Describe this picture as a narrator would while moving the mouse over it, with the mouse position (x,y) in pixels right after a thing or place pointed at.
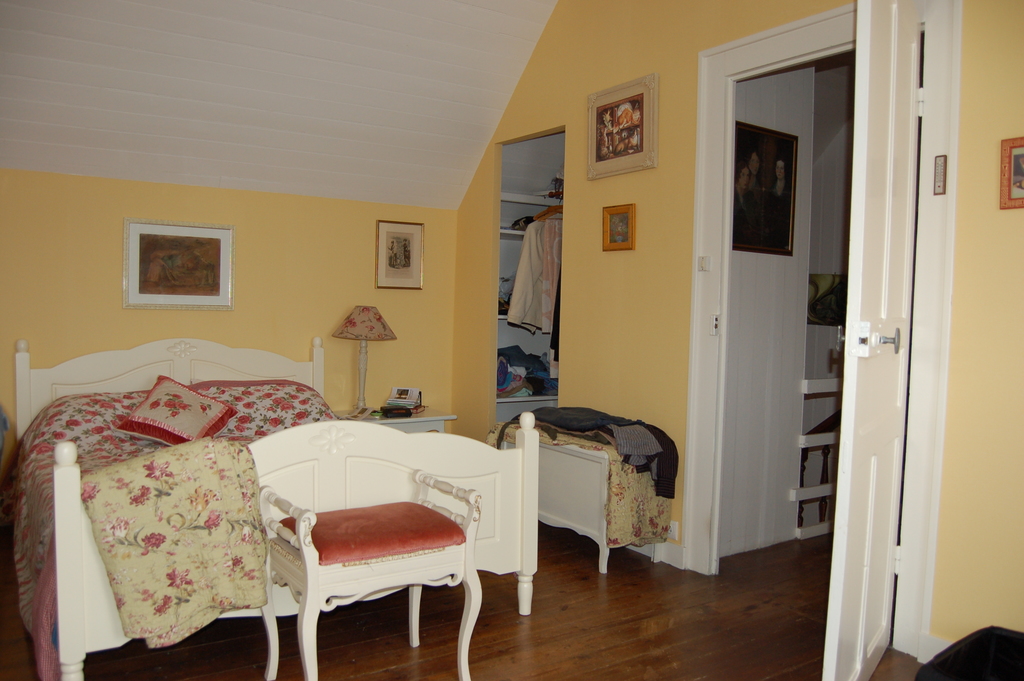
In this image there is a bed (323,483), there are blankets (147,469) on the bed (124,495), there is a pillow (187,409), there are tables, there are objects (614,445) on the tables (430,423), there is a wooden floor (669,623), there is an object (943,654) towards the bottom of the image (979,655), there is a door (905,397), there is the wall (325,285), there are photo frames (201,269) on the wall (347,250), there are shelves (518,197), there are objects (532,276) on the shelves (535,195), there is roof (116,28) towards the top of the image (306,74).
